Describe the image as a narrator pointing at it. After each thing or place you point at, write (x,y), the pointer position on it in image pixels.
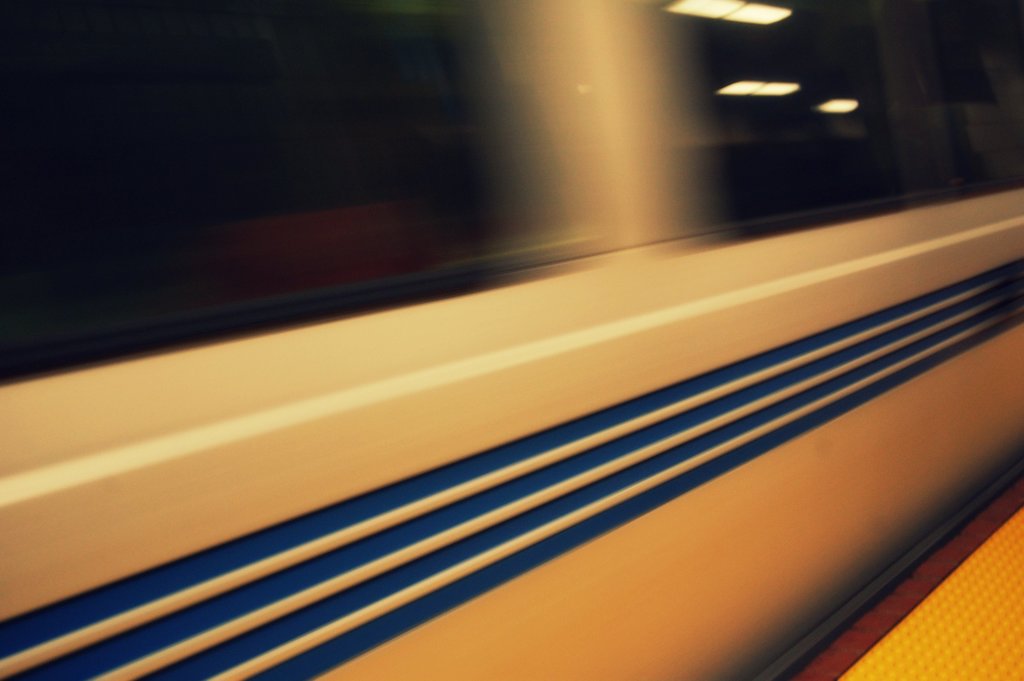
In this image we can see a train (733,554) on the track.
